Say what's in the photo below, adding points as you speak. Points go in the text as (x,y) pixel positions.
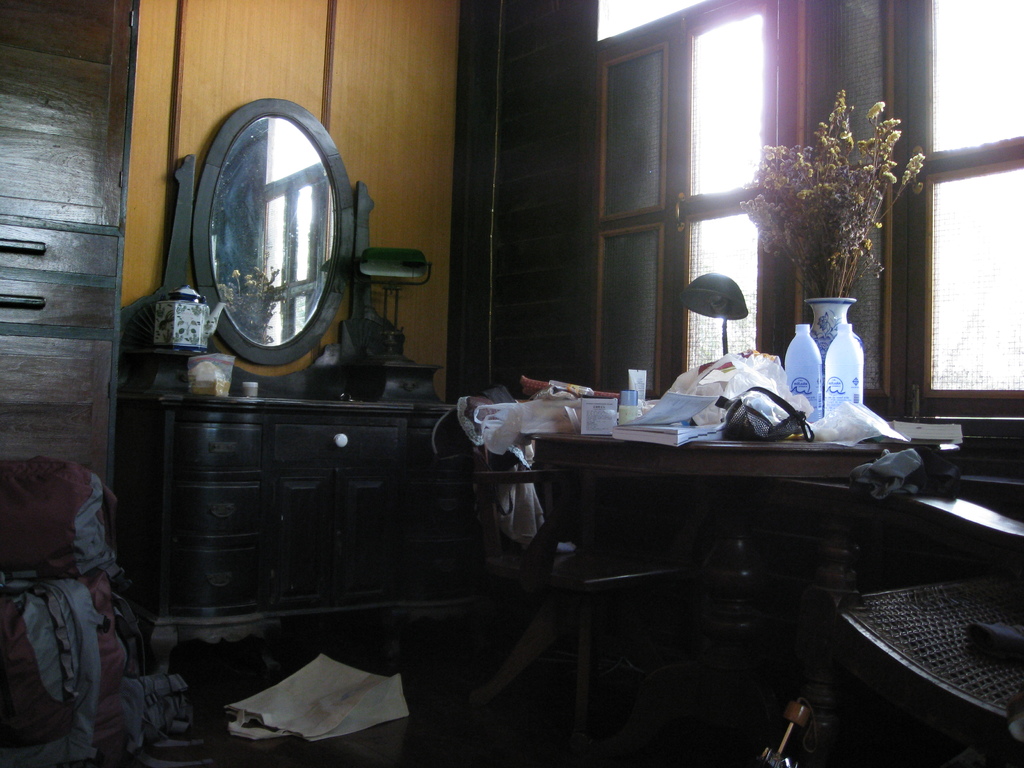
In this picture we observe many wooden furniture (363,473). A glass mirror (249,249) is placed on top of a brown wooden stand (297,448) and a pair of bottles (801,355) and a flower vase (833,312) kept on another table (798,453). This picture is clicked inside the room (760,461). In the background (645,313) we observe designed windows (643,260).
